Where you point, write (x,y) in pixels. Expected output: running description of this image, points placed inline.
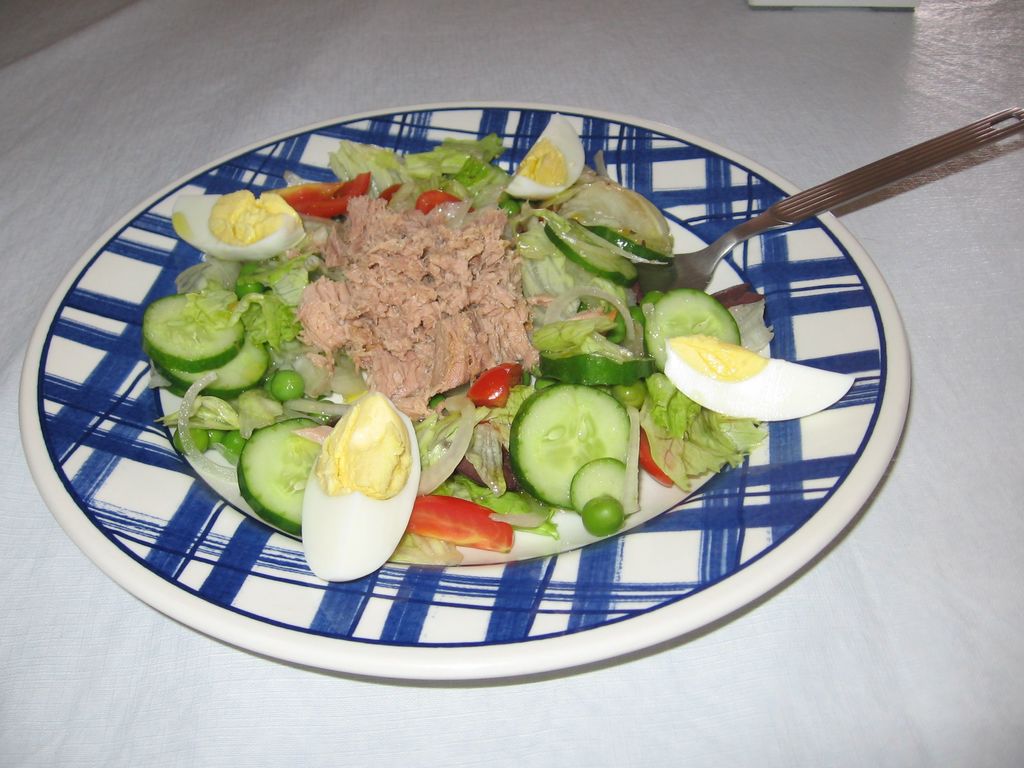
There is a plate (251,603) on a white surface (594,689). On the plate (694,223) there is a food item (404,295) and fork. On the food item (436,327) there are pieces of egg (362,447), cucumber (180,320), tomatoes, peas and many other things (442,314).
